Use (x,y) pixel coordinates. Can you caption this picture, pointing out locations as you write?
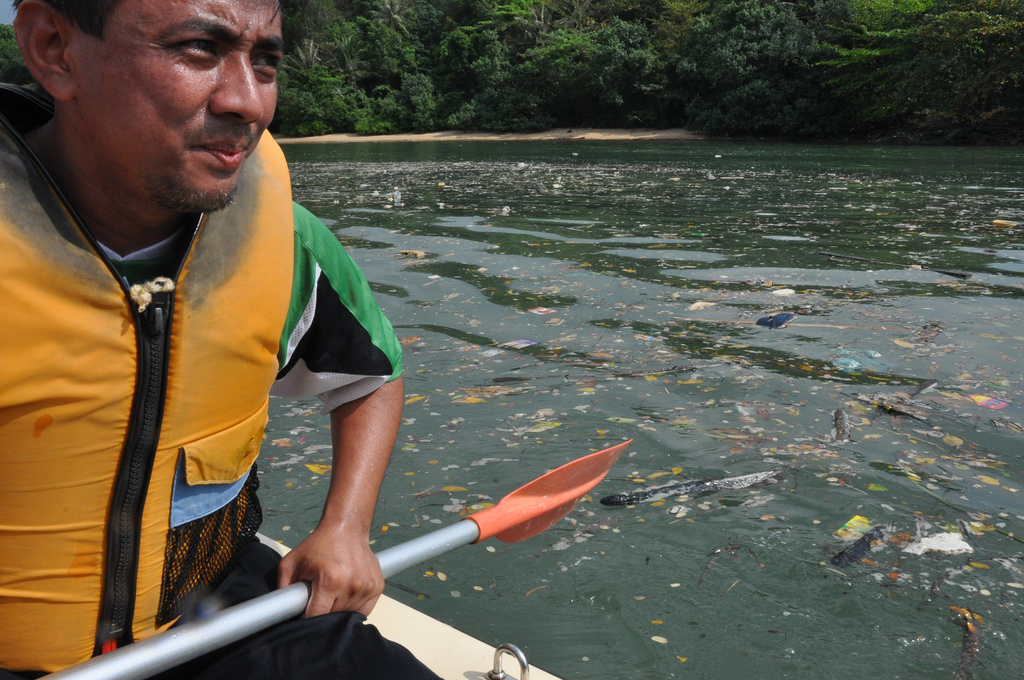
In this image there is a person (90,382) wearing a jacket (175,365). He is sitting on the boat (432,649). He is holding a paddle (247,633). There is some trash (601,431) on the surface (634,485) of the water (733,469). Background (1020,110) there are trees (716,129) on the land (686,133).
